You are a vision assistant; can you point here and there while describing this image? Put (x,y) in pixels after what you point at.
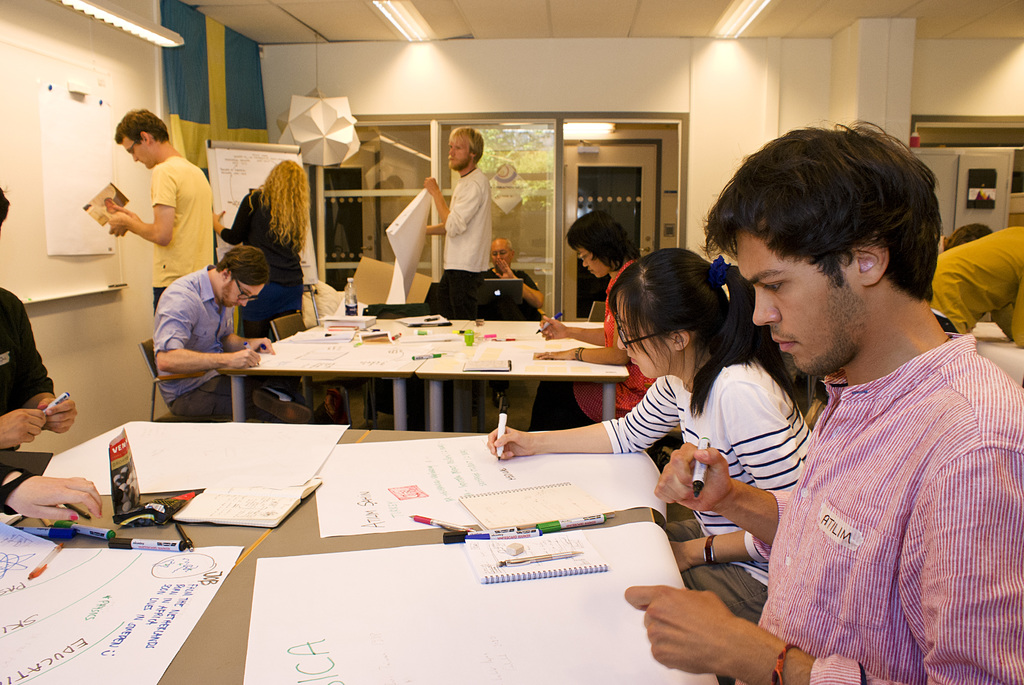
In this picture there is a man (867,411) who is wearing pink shirt (925,506) and holding a sketch pen (695,492), beside him there is a woman (740,471) who is wearing white t-shirt (748,448), band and spectacle (620,331). She is writing something on the paper (510,474). On the table (297,474) I can see papers (131,654), covers (187,502), pens (557,557), book (542,551) and other objects (510,550). In the back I can see some people (174,210) were standing near to the board (278,152) and some people (249,290) were sitting near to the table (376,367). Beside them there is a man (515,270) who is looking on the laptop (516,304).
